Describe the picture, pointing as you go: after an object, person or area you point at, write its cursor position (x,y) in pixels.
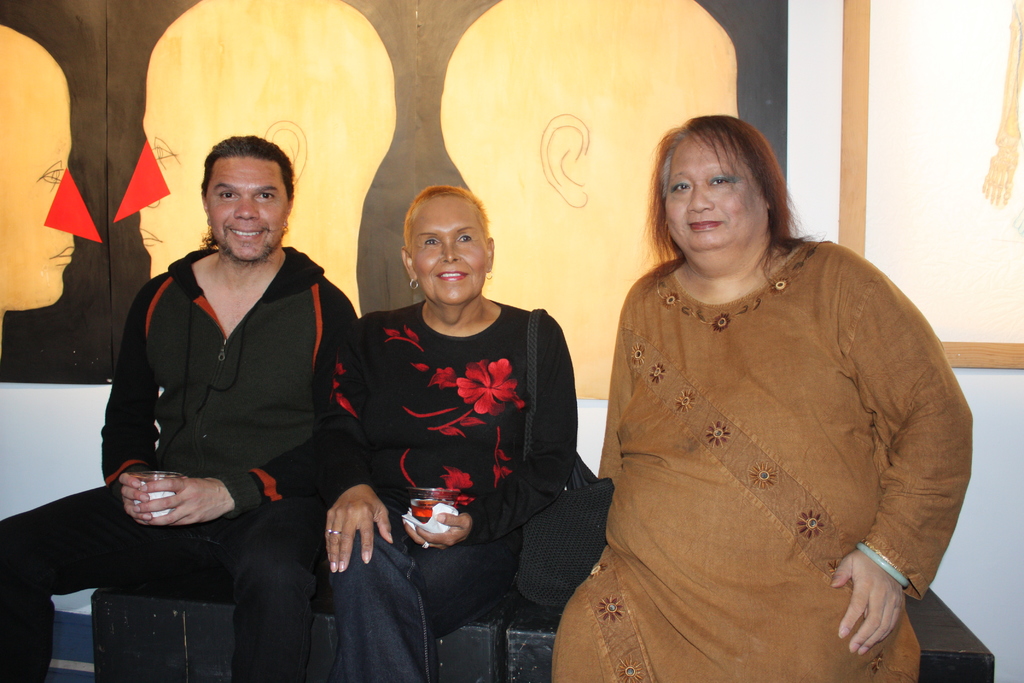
This image consists of three persons (689,452). On the left (249,443), the two persons (333,454) are wearing the black dresses (299,502). On the right (870,530), the woman (796,534) is wearing a brown dress (750,454). In the background (610,285), we can see a wall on which there are frames (604,135).
